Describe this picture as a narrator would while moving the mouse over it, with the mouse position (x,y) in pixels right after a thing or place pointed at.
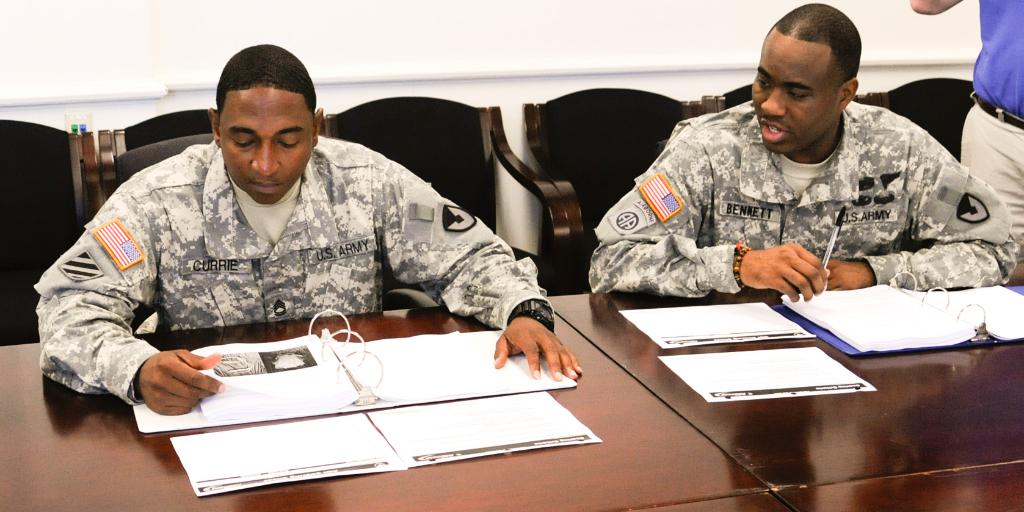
In this image we can see persons (485,247), files (848,296), pen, chairs (159,128) and other objects (706,331). In the background of the image (393,72) there is a wall (312,16) and an object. At the bottom of the image (659,494) there is a wooden texture (684,450).
